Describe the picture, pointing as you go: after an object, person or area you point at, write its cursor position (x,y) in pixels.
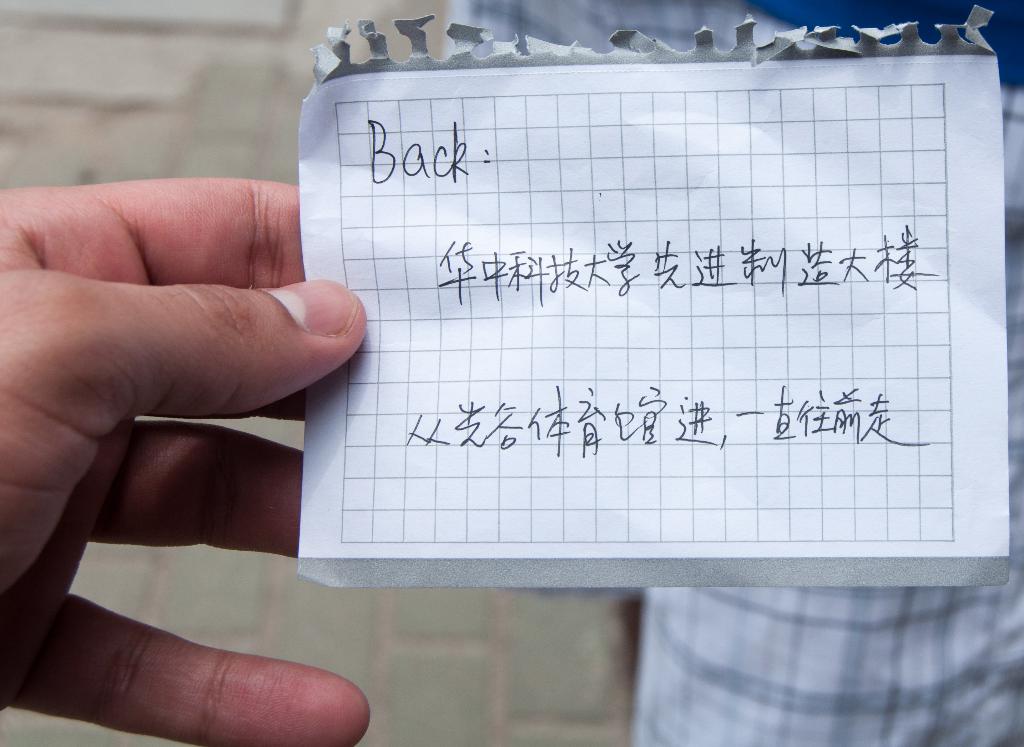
In this picture we can see a person (208,311) is holding a paper (459,363).
